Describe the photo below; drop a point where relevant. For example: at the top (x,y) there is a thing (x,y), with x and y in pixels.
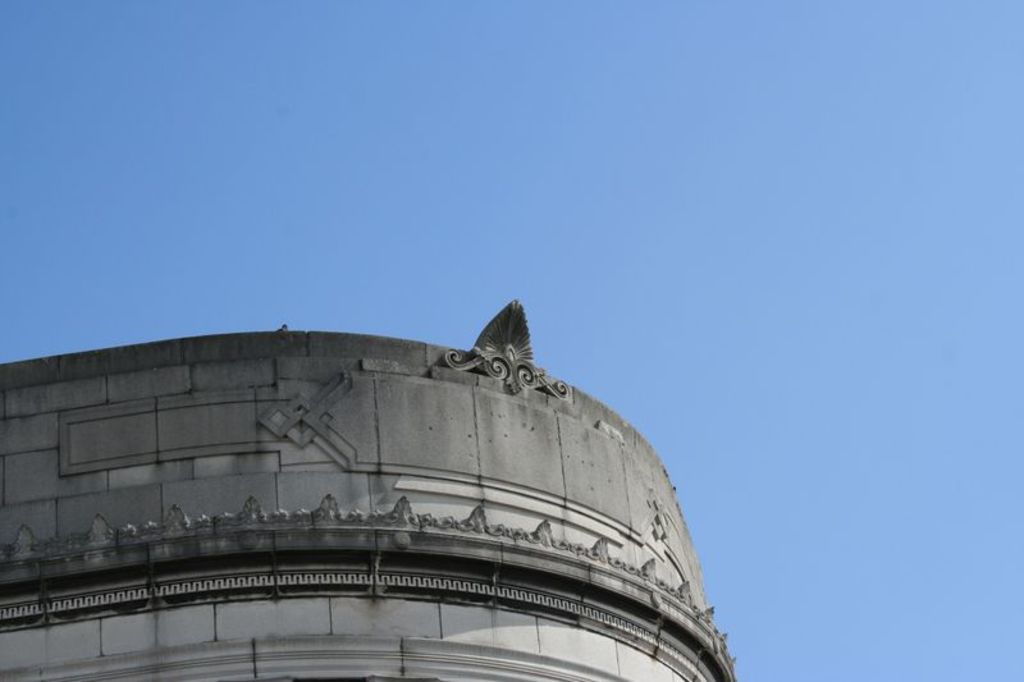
In this picture there is a building (519,508) and there is a floral design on the wall (415,479). At the top (641,155) there is sky (936,274).
